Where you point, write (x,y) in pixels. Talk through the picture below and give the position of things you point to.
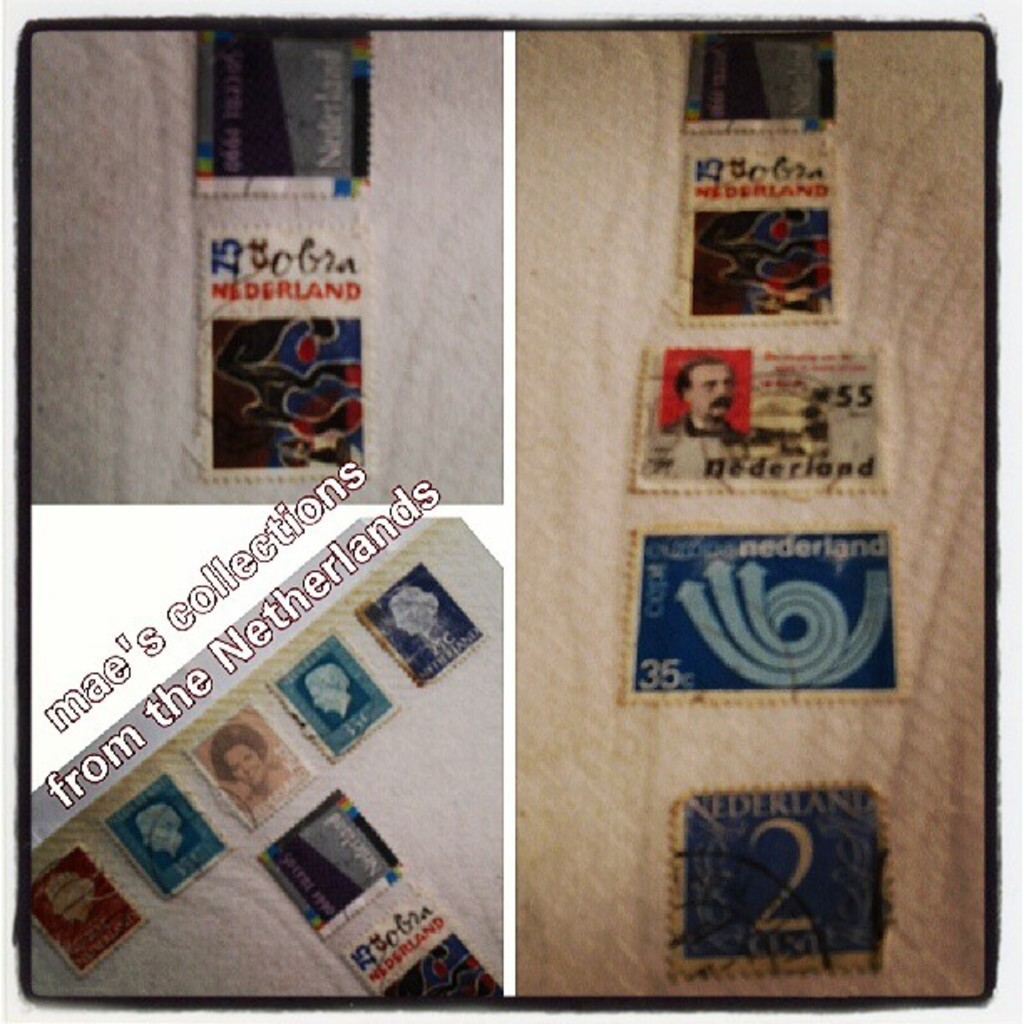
This is a collage image of three pictures on which we can see there are so many different stamps (852,575).
